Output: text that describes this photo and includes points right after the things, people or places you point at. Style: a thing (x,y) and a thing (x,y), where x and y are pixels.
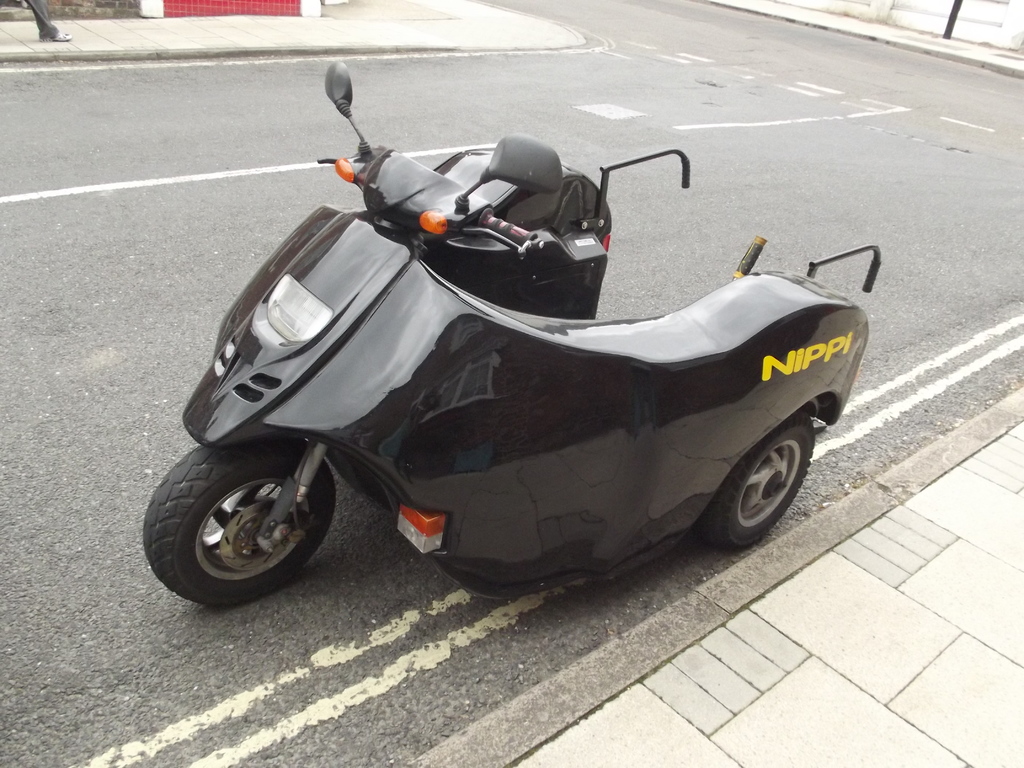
In this picture we can see a vehicle (712,350) on the road (788,232).
